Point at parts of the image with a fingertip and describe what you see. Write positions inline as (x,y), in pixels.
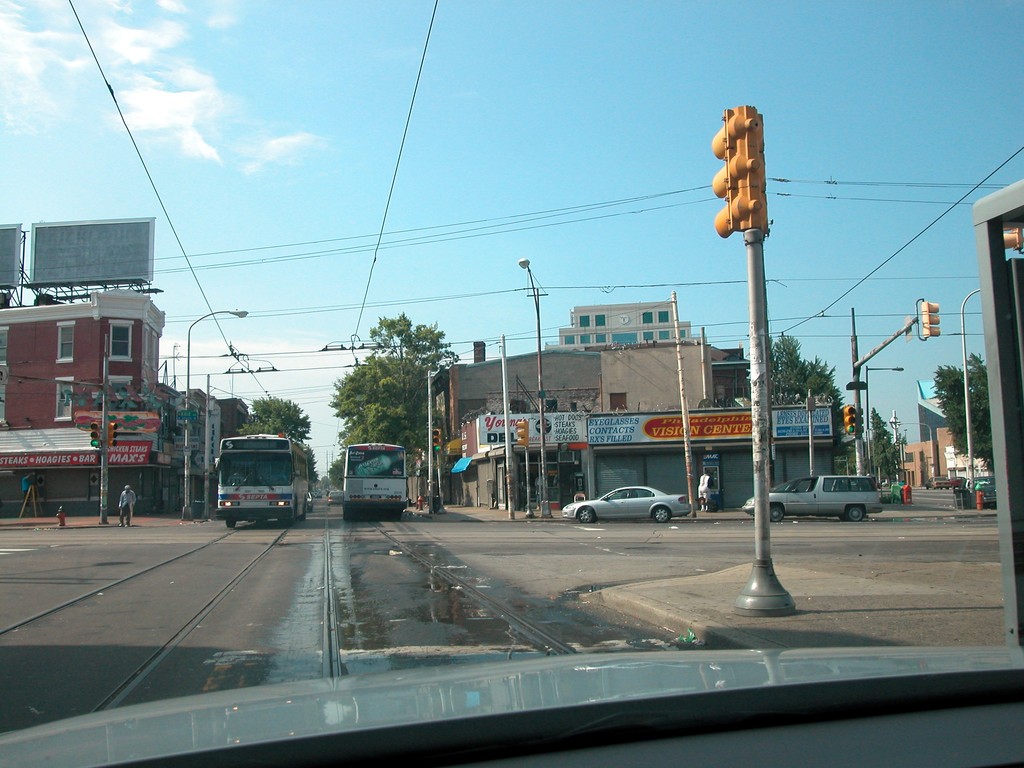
In this image we can see few vehicles (567,515) on the road (662,553), there are few buildings (580,437), trees (775,380), traffic lights (98,444) and street lights (187,436), a person (130,500) near the traffic light (110,425), wires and the sky (312,260) in the top (444,239).
